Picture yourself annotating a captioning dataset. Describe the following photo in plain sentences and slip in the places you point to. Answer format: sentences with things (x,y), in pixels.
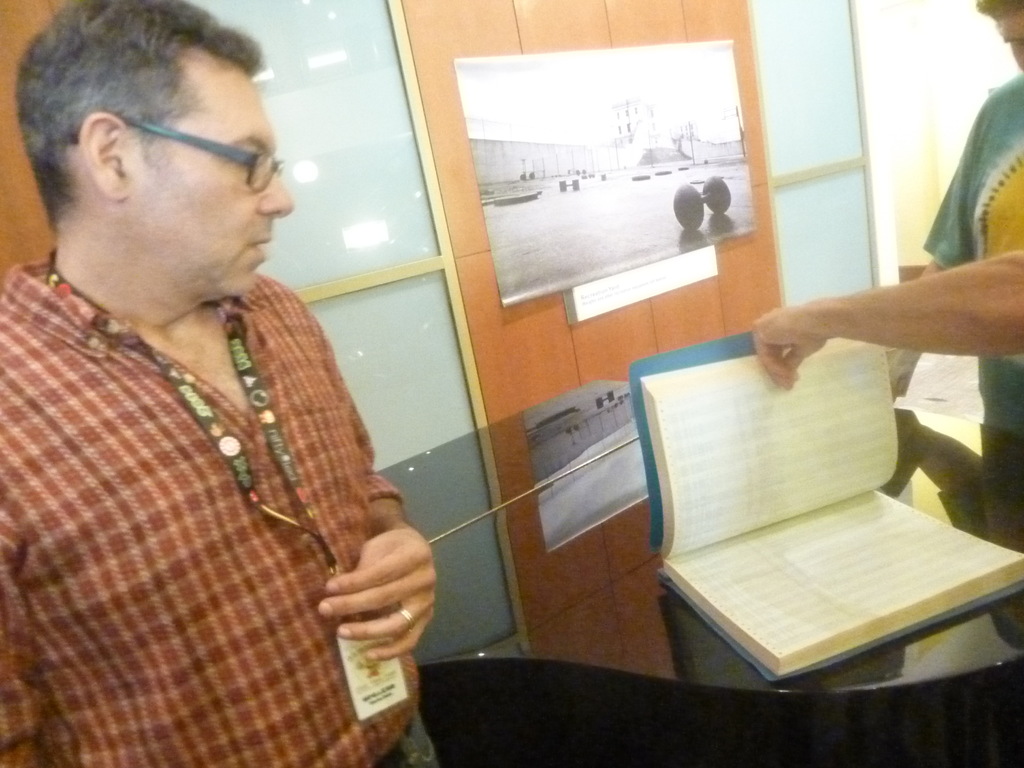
In this image we can see two people (995,222) are standing, one person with spectacles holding an ID card (370,700) and another person (969,311) holding a book (681,422) on the table (557,434). There are some glass windows (385,273) and some papers (534,179) attached in the wooden wall (492,368).
